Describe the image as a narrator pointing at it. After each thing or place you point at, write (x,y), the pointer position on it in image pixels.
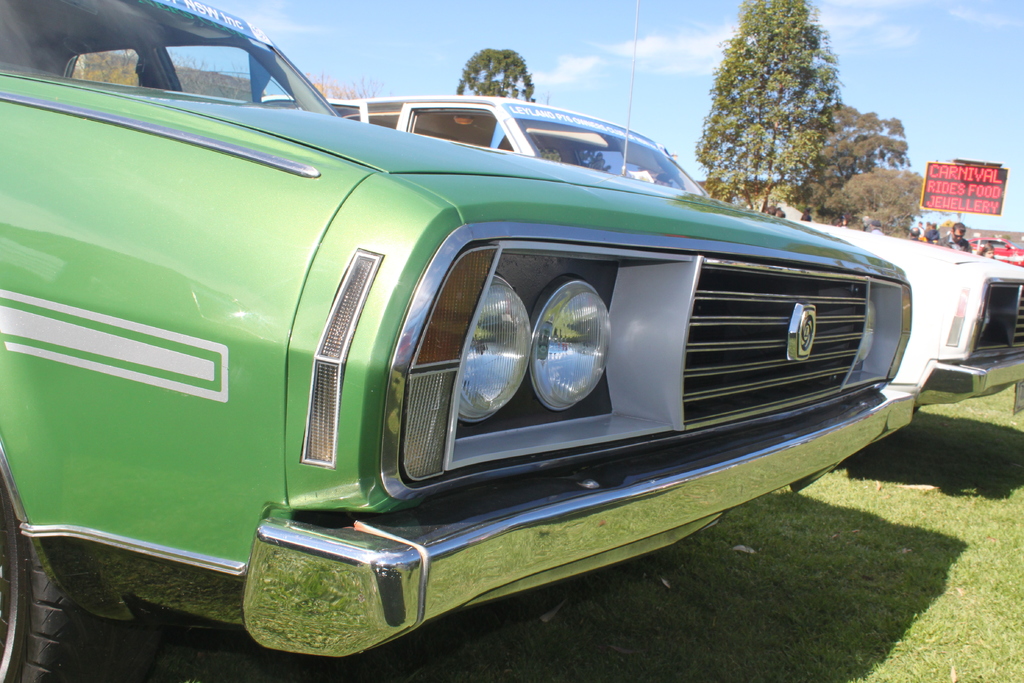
In the image there are two cars (275,79) parked on the grass (810,550) and around the cars (686,282) there are many trees (817,168) and beside the trees (890,200) some people (933,229) are standing and there is a board (935,193) in between them and it is written as carnival on that board (987,204).
